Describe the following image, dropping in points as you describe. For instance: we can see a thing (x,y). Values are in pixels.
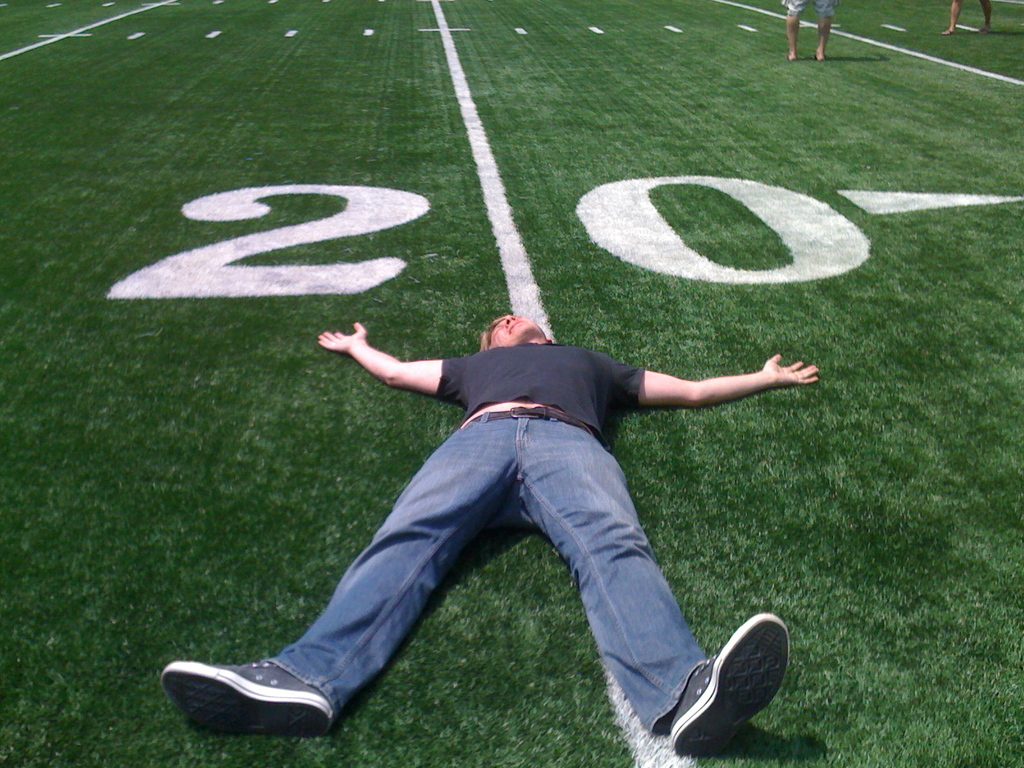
In this image at the bottom (415,581) there is a man (592,420), he wears a t shirt (545,403), trouser (585,480), shoes (757,702), he is sleeping. At the bottom (547,562) there is grass (468,248), text (636,245). At the top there are two people (824,41).
